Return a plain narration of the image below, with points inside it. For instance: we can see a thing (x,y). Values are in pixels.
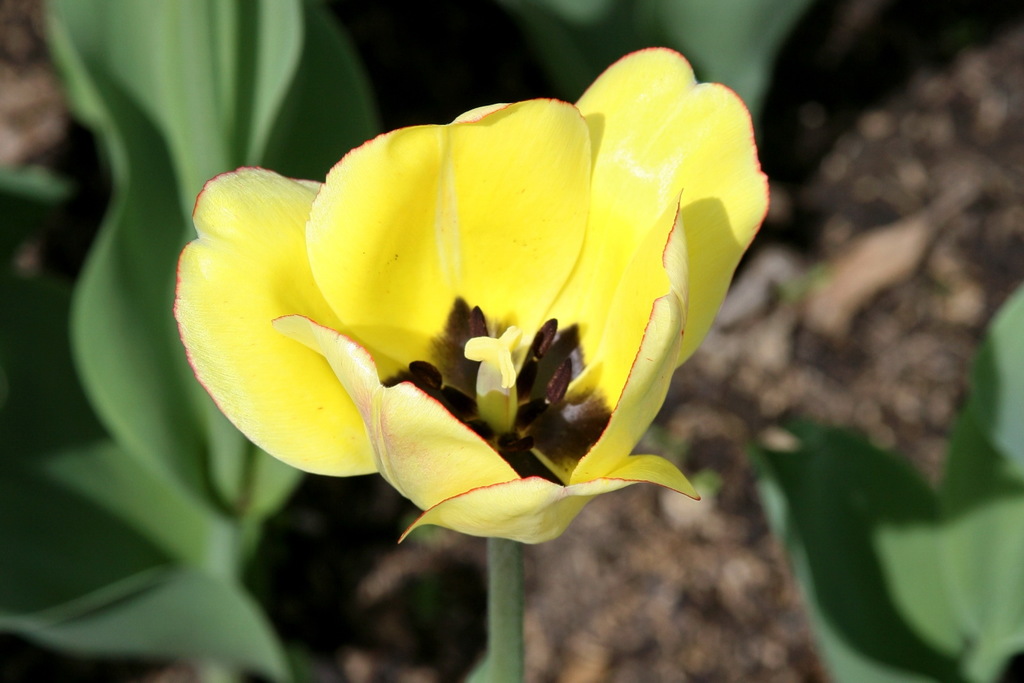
In this image I can see a flower (483,184) which is in yellow, red and black color. And there is a blurred background (475,18).
